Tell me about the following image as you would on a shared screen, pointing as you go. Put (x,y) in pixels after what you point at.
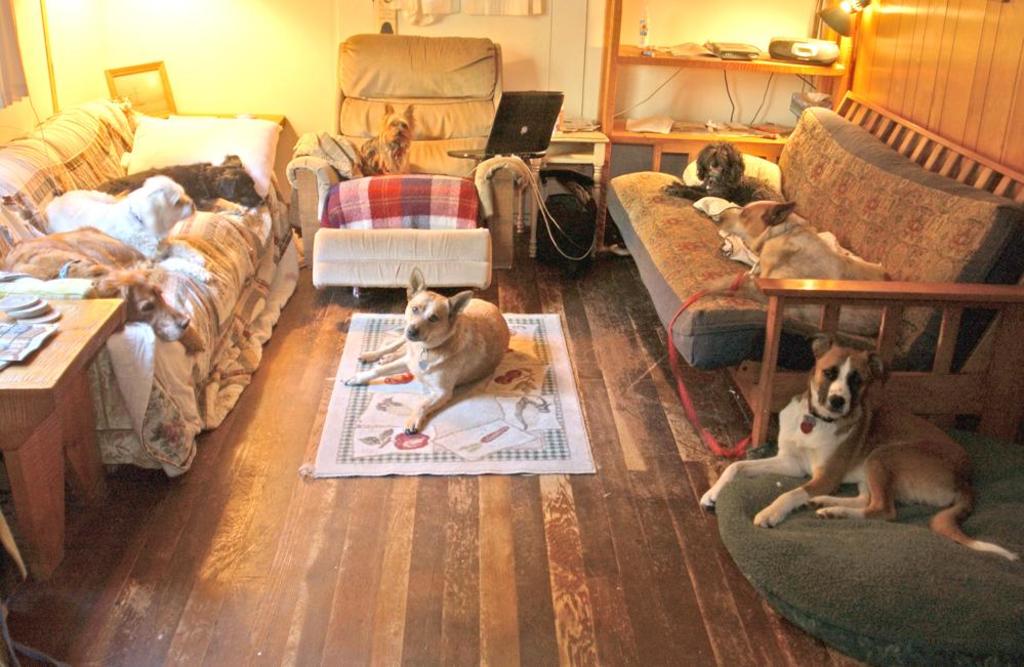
There are dogs (725,149) on the sofas (729,312). This is floor (344,547) and there is a mat (513,457). Here we can see two dogs (425,311) sitting on the floor (615,592). This is table (66,451). There is a laptop (521,140) and this is rack (640,165). In the background (283,73) there is a wall (189,40).
